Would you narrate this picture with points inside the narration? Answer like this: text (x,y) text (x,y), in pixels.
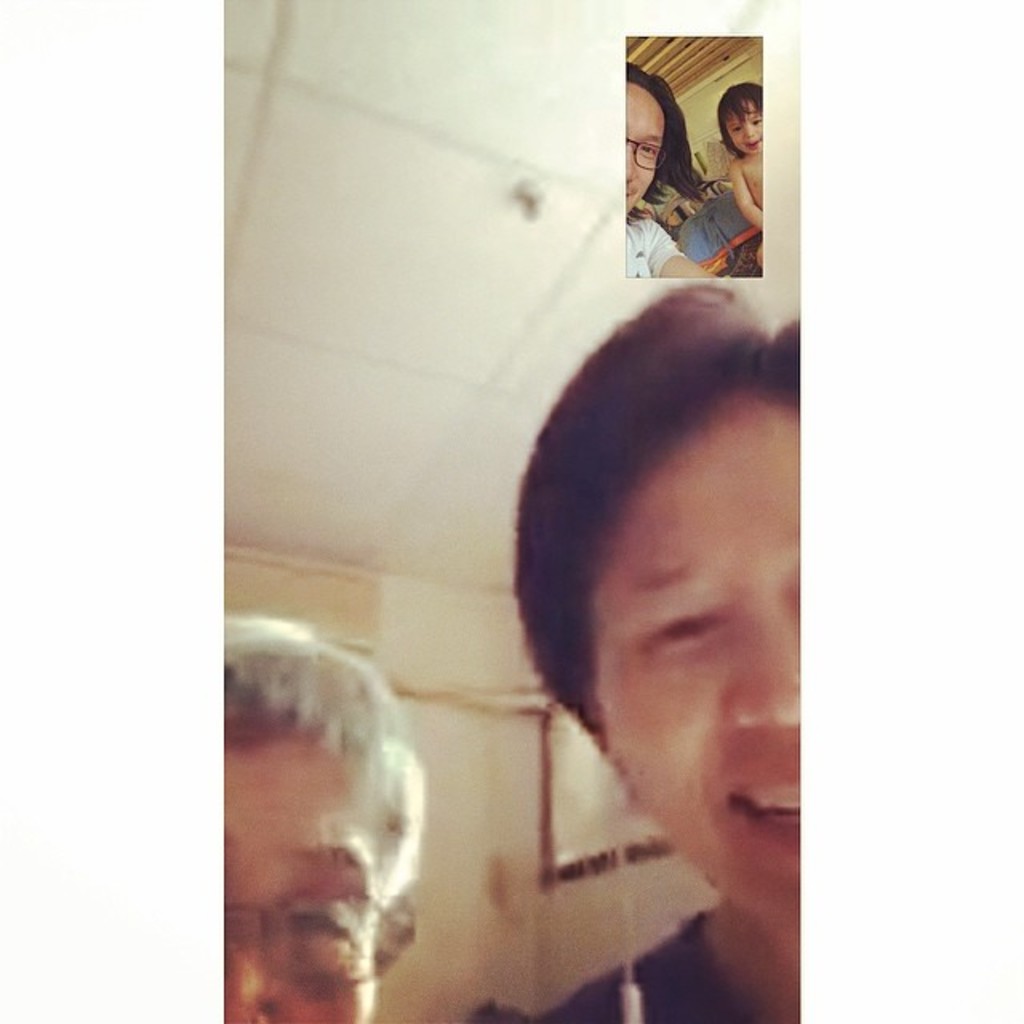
In this picture I can observe screenshot of a video call. On the right side (742,135) I can observe a person (646,154) and kid (751,161). In the background (452,398) I can observe ceiling (434,213).
